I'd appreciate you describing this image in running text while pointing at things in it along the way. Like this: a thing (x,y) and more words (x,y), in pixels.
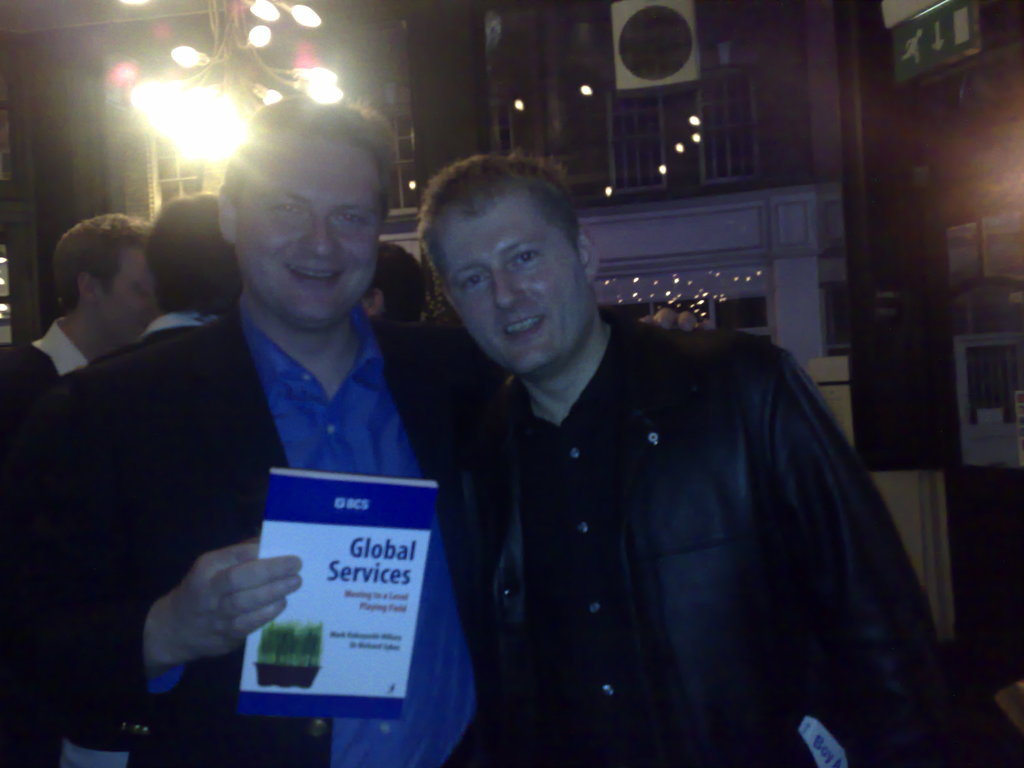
As we can see in the image there are few people (333,405) here and there and lights (144,3). The man (237,243) standing in the front (266,377) is holding a book (293,618). The image is little dark.
